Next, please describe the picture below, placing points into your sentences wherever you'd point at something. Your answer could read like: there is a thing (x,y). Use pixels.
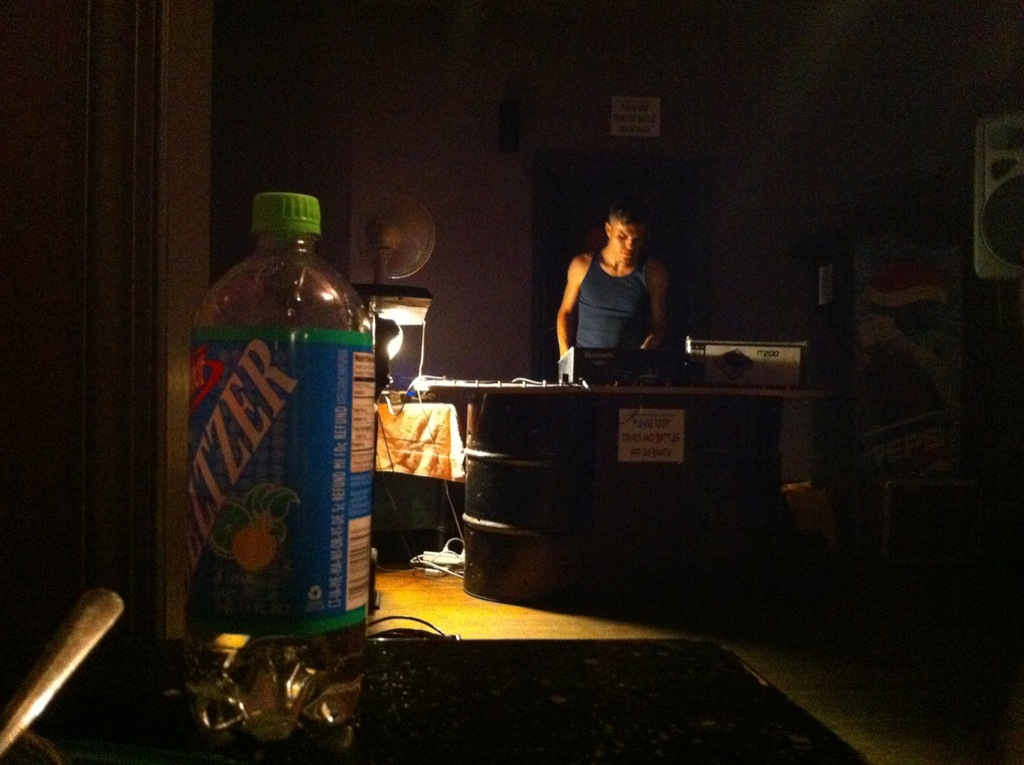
The image is taken in the room (618,204). In the center of the image (556,397) there is a man (607,334) standing before him there is a drum (547,480). At the bottom of the image (342,650) there is a table (491,726) and a bottle (286,598) placed on the table (480,720). In the background (780,120) there is a wall (824,136), refrigerator (952,282), and a speaker (1020,210).
